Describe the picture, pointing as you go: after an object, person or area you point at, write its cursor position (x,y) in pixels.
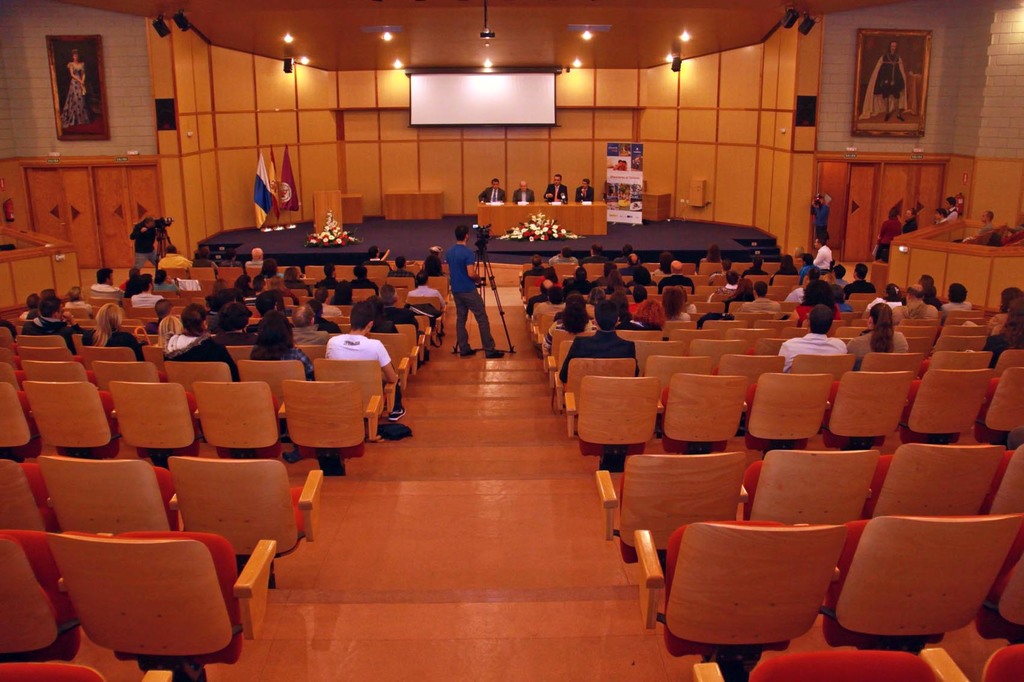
This picture is of inside seems to be an Auditorium (701,394). On the right (828,331) we can see group of persons (909,316) sitting on the chairs (860,499) and a picture frame (905,75) hanging on the wall (842,120). There is a man (822,200) seems to be taking pictures and standing. In the center (455,249) there is a man (462,266) wearing blue color dress (464,286) and standing, in front of him there is a camera (486,236) attached to the stand (495,278) and we can see the group of persons (520,192) sitting on the chairs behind the table (582,220). On the left (204,350) there are group of persons (208,303) sitting on the chairs (306,293) and there are three flags (264,181) attached to the stand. In the background (108,78) we can see a wall (301,104), a projector screen (487,80), a projector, lights (182,26) and speakers (167,116).
